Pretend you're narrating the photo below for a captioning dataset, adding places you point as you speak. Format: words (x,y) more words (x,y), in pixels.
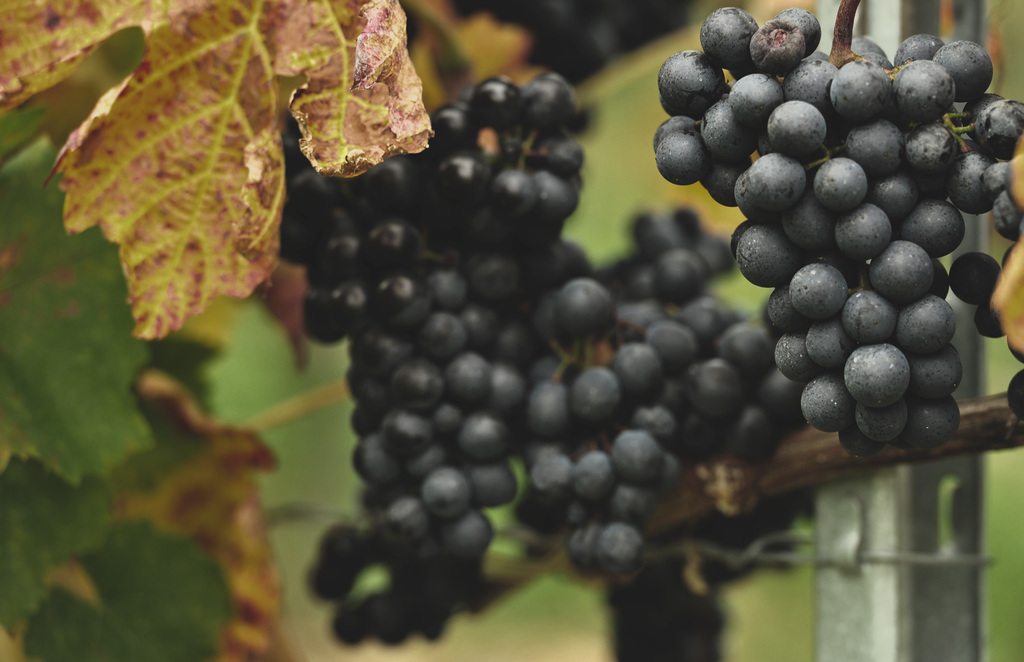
In this image, I can see the bunches (404,305) of black grapes (404,305) hanging to the stem (832,63). This is a dried leaf (226,121). I think this is a black grape tree (635,385). This looks like a branch (804,455). The background (988,575) looks blurry.
